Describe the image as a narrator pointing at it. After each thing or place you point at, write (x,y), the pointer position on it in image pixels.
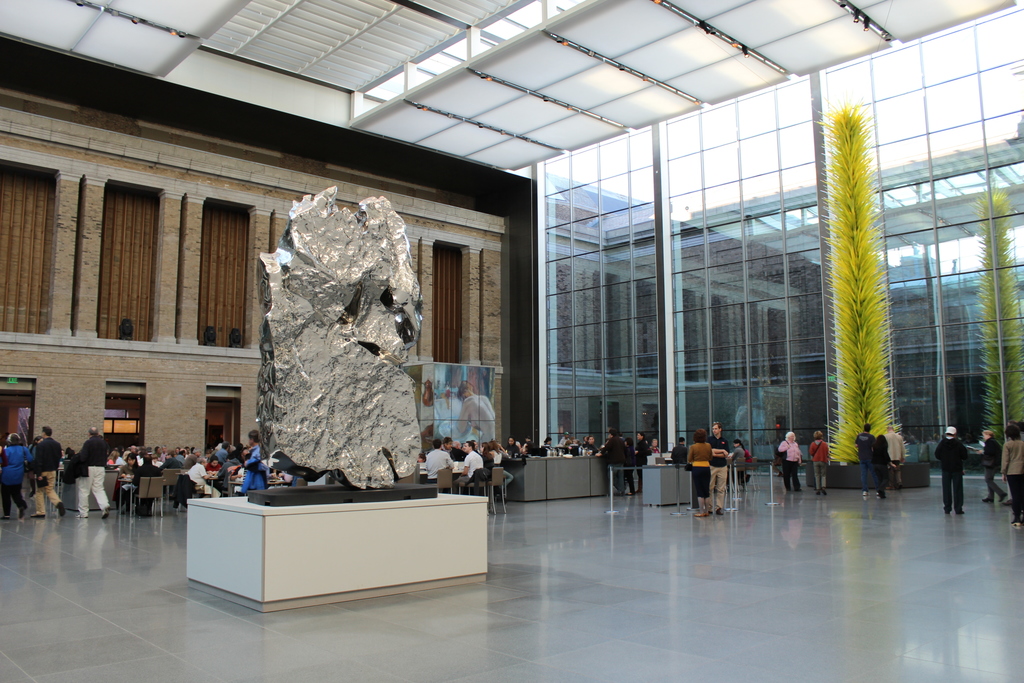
In the picture we can see a silver metal sculpture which is placed on the white color stone plank (441,535) in the building area (572,89) on the floor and in the background (79,382), we can see a wall (61,371) with stone pillars (60,301) and doors (219,301) near it, we can see some people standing near the desks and some people (38,477) are walking and on the other side of the wall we can see a glass wall (759,123) and near it also we can see some people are standing.
